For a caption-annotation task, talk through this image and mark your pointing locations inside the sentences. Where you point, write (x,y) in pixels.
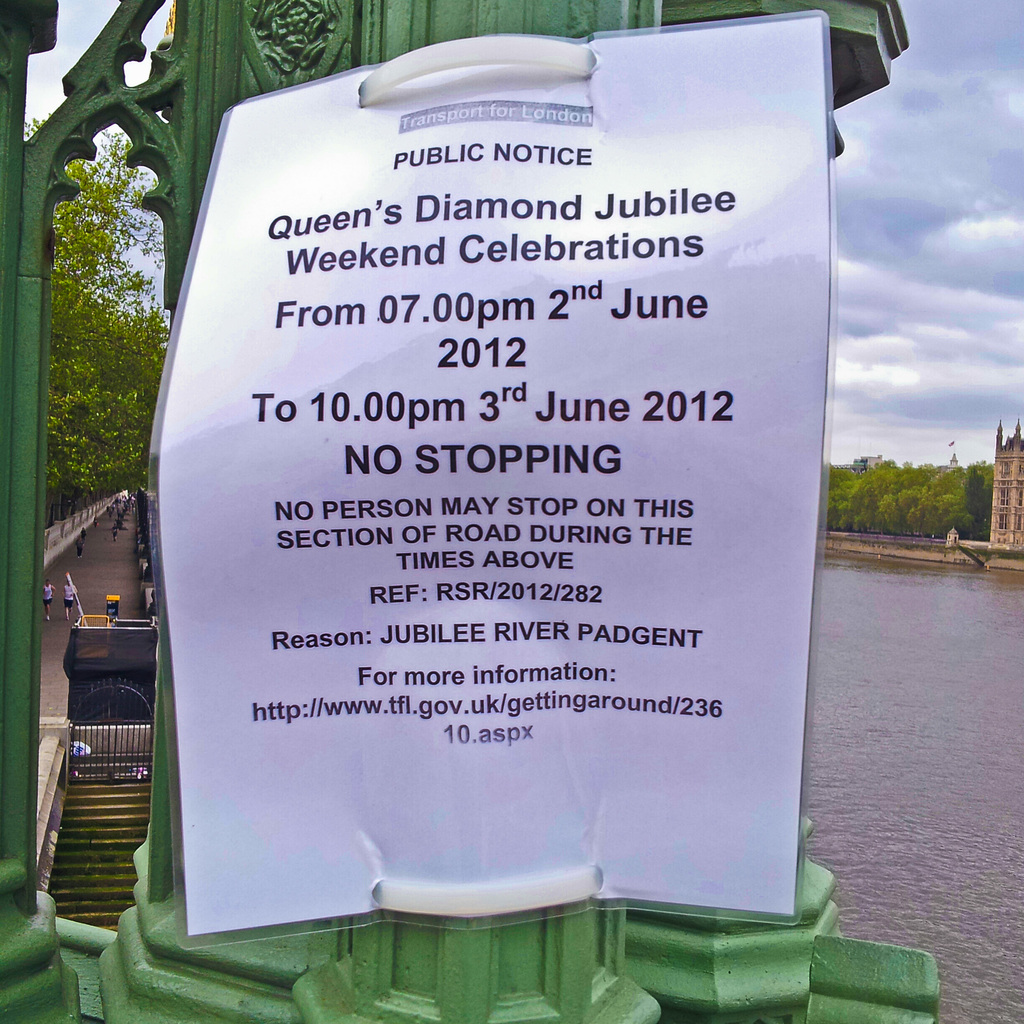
In this image I can see a huge metal pole (449,976) which is green in color and a white colored board (400,458) attached to the pole (504,979). In the background (873,799) I can see few stairs (85,884), the water (889,728), a building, few persons (64,598) standing on the road (95,569), few trees (978,496) and the sky (914,229).
